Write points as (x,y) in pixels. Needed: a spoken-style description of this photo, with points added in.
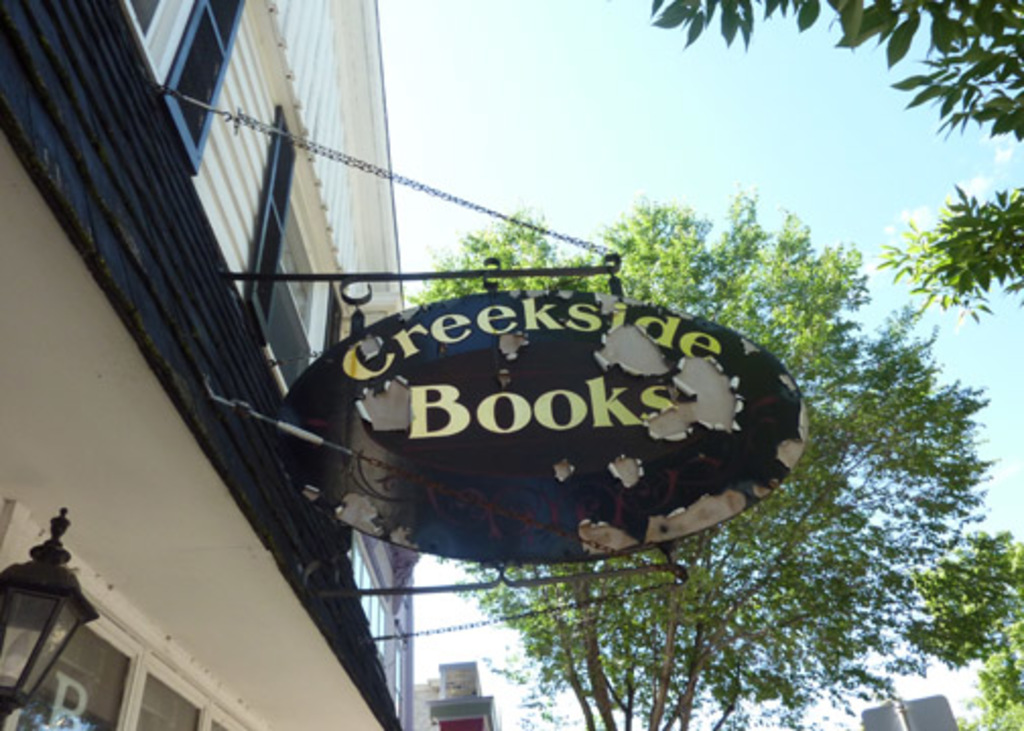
In the picture we can see the name board (546,508) which is fixed to the wall (307,526). Here we can see the lamp (16,702), I can see the buildings (288,639), trees (707,555) and the sky (846,94) in the background (941,300).
